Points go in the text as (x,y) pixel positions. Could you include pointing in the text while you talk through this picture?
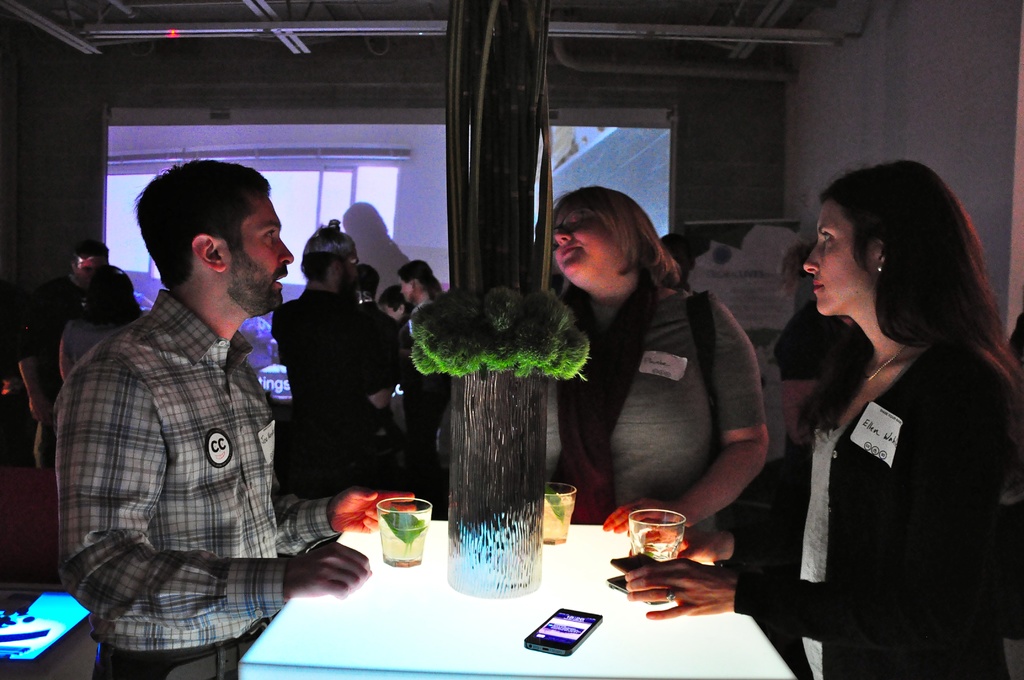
In this picture I can see there are three people (250,303) standing and they are having drinks (411,561) and there is a table (539,620) in front of them and there are few others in the backdrop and there are few more people (280,325) standing and there is a wall (59,42).
